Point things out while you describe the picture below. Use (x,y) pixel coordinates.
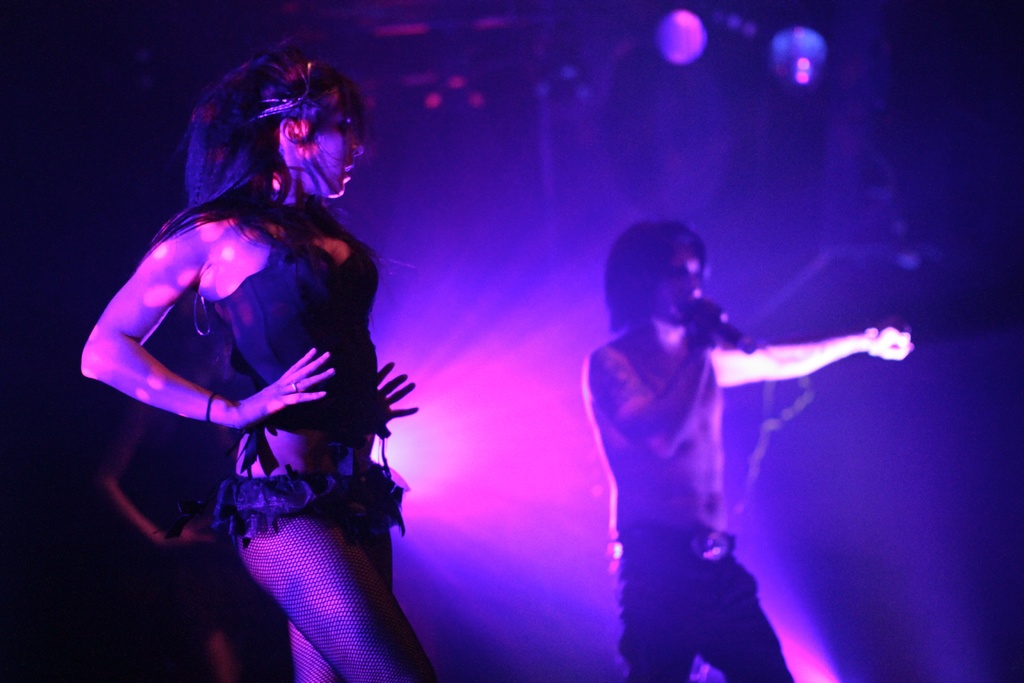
On the left side of the image (281,452) few persons (317,124) are standing and dancing. On the right side of the image (778,665) a person (633,392) is standing and holding a microphone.
